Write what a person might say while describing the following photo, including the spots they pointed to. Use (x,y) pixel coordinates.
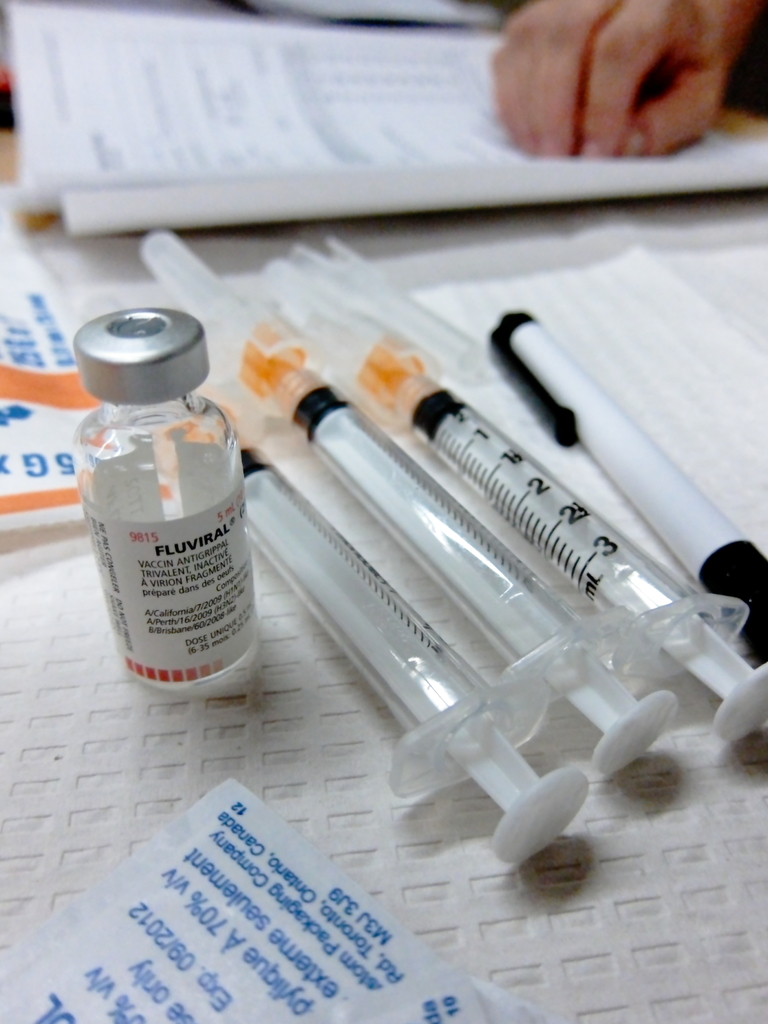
In this image we can see syringes (446,551), pen (672,477), bottle (164,545), envelope (208,918), papers (271,165) and a human hand (656,84) on the white color surface (738,757).
